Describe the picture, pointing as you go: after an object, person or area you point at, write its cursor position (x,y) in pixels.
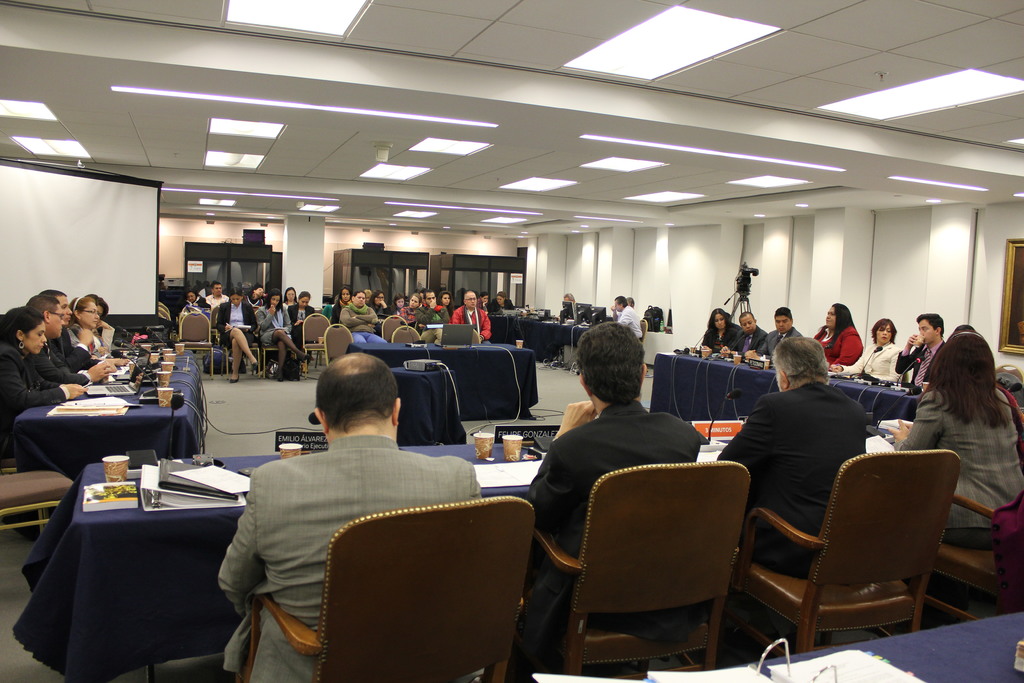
In this image we can see these people (90,297) are sitting on the chairs (750,534) near the table (41,430). We can see laptops (137,382), cups (161,365), books (96,498) and files (212,492) on the table (199,511). There are projector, projector screen (95,233) and video camera (748,269).
